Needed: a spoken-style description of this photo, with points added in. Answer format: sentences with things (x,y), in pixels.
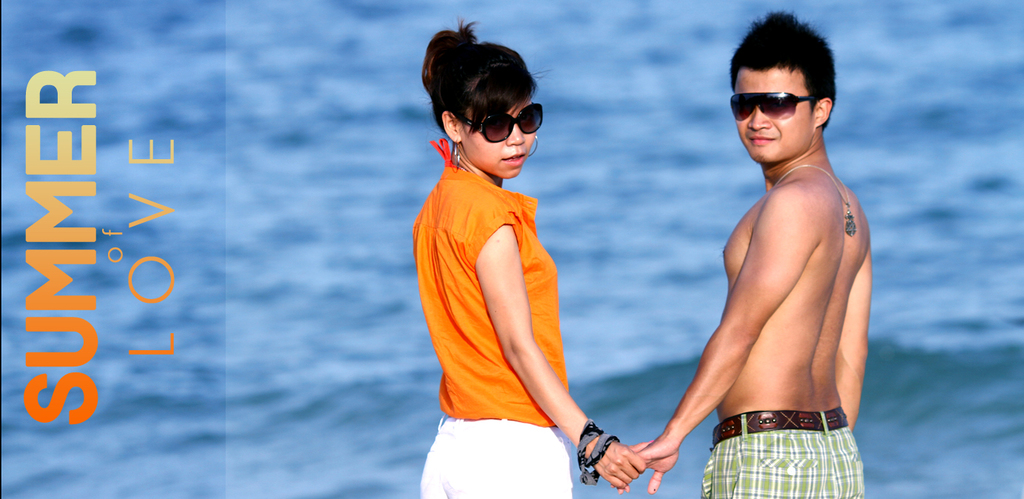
In this image there are two persons (808,244) standing on the sea shore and wearing goggles (784,111), water (683,166) and there is a text (149,328) on the left side of the image (171,208).
